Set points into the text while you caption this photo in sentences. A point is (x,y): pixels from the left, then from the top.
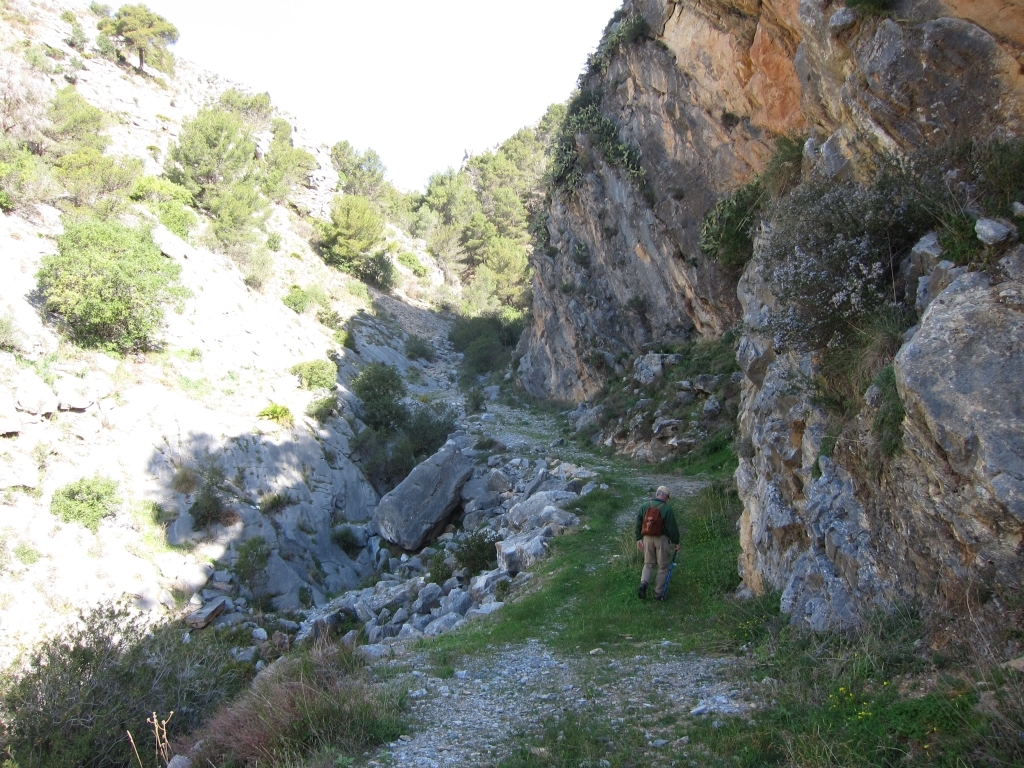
In the image we can see there is a man (664,556) standing and he is carrying backpack (661,521). He is holding stick (672,567) in his hand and wearing cap (664,491). There are rock hills (949,330) and behind there are trees (92,108). There is a clear sky (395,47).
